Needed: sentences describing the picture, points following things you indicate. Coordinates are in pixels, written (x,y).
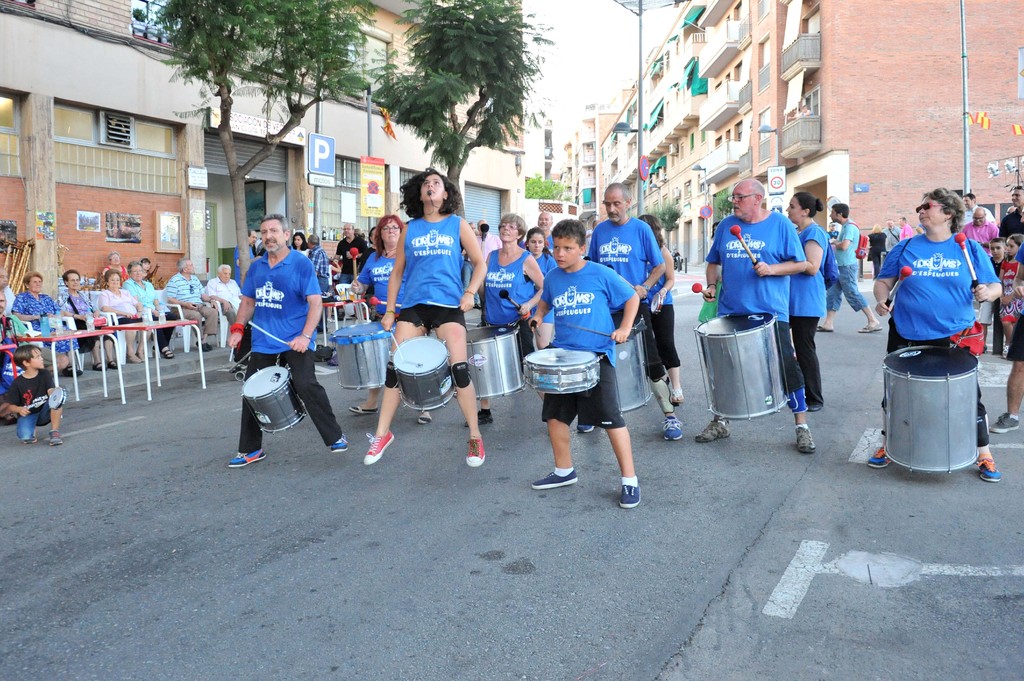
In the image we can see there are people (816,322) who are standing on the road (320,374) with drums (957,372) and on the other side there are people (79,299) who are sitting on the chair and at the back (644,93) there are buildings (707,96) and trees (516,105).
